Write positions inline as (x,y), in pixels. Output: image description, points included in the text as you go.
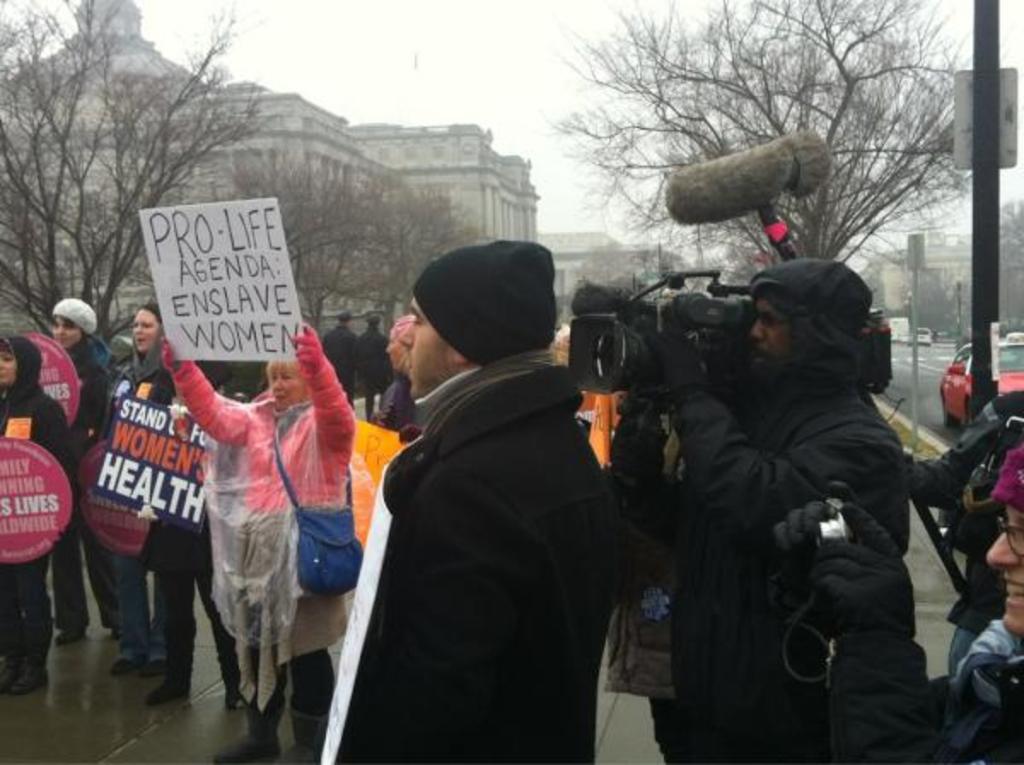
In this picture we can see few people (173,645), among them few are holding boards (240,288), behind we can see some tree (45,150), buildings (438,183), right side of the image (944,335) we can see some vehicles (925,339) moving on the road (924,375).
